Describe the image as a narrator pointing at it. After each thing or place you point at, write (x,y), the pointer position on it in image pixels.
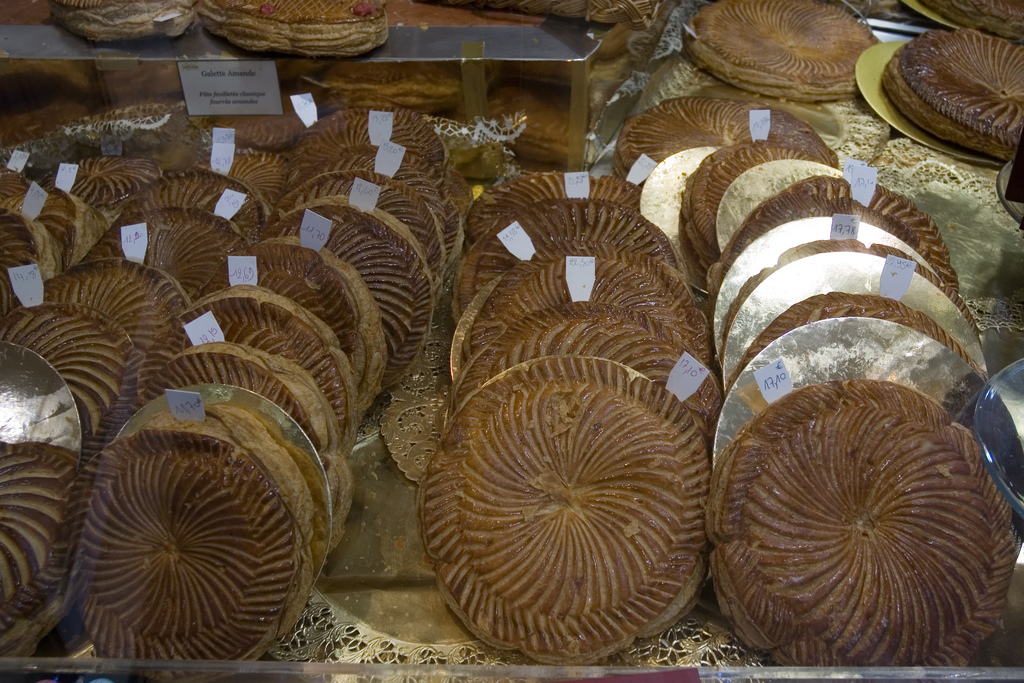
In this picture we can see food items (345,514) with price tags (305,123) on it and these all are placed on trays (824,367).
